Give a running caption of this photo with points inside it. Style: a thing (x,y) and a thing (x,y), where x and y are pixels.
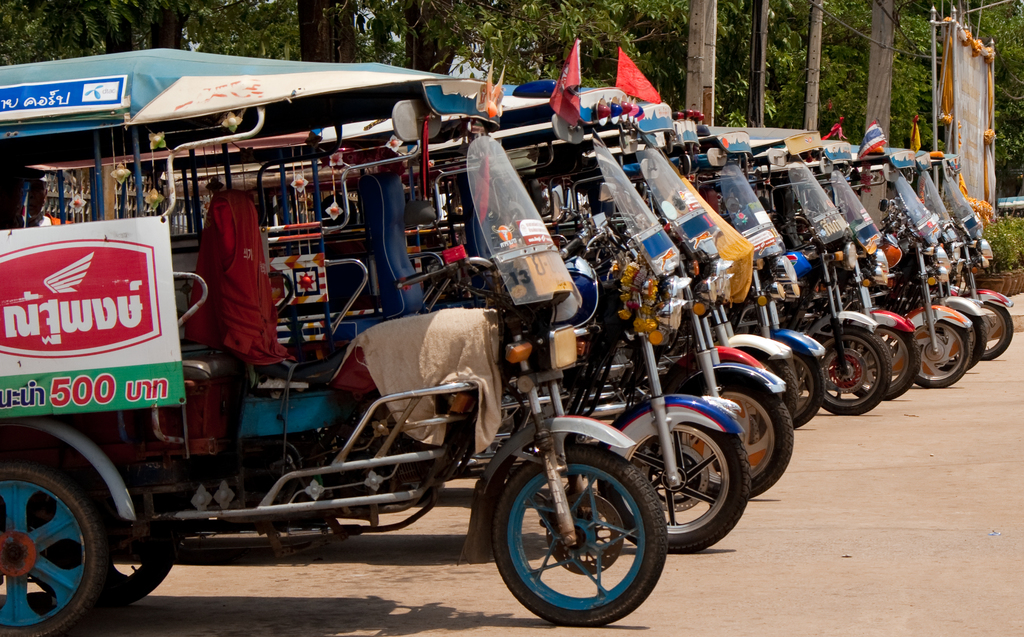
In this image I can see many vehicles (570,357) which are colorful. I can see the board (92,287) to one of the vehicle (259,431). In the background (608,69) I can see many trees (729,82).
